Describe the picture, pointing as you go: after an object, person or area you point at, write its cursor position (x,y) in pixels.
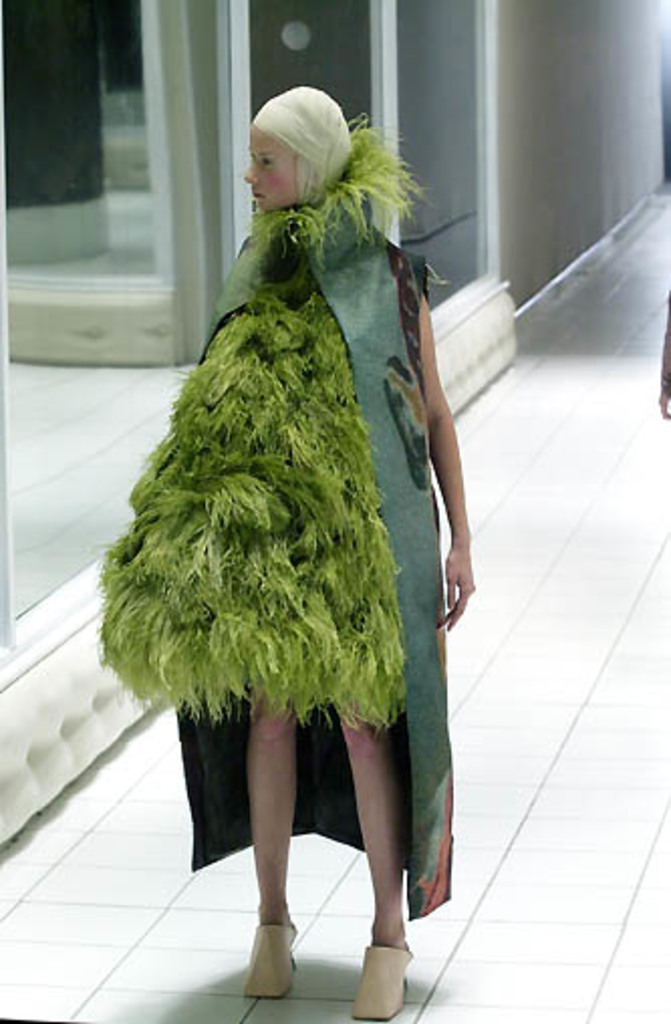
In this picture there is a woman (280,274) standing on the floor (127,1012) and wore costume (326,477). We can see mirrors (110,175) and wall (629,135).
